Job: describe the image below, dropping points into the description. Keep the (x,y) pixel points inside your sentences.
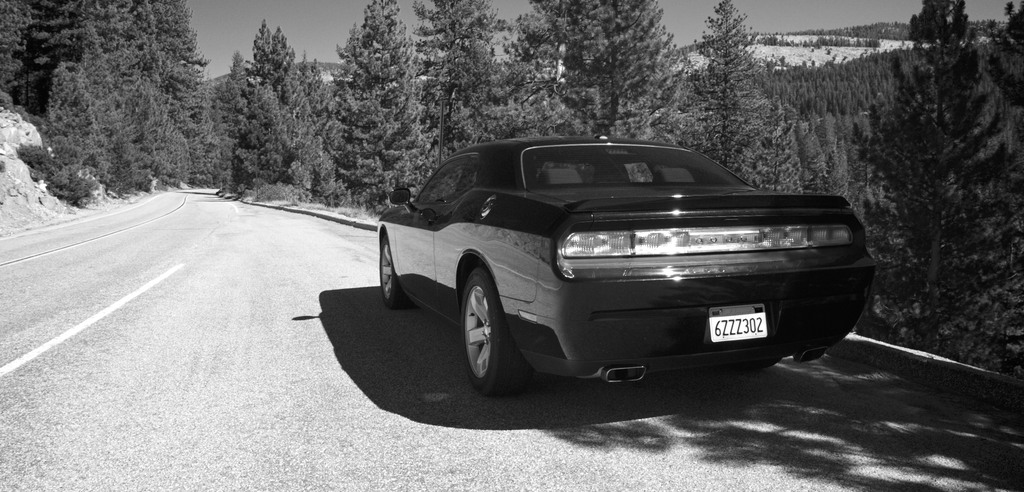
This is a black and white image where we can see a car (816,302) is parked on a road (312,400). In the background (617,86), we can see trees (591,73), hills (845,44) and the sky (243,27).
